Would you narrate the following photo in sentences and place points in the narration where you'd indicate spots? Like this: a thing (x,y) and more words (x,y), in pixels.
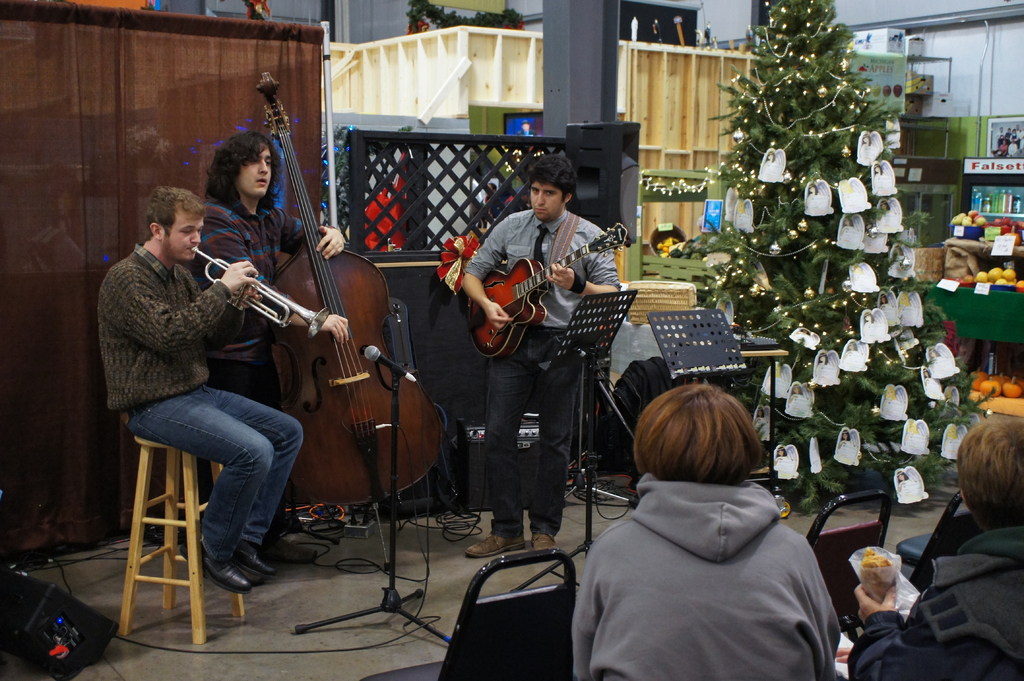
This picture shows three people (172,234) playing musical instruments (518,265) a man (197,225) seated and playing trumpet (324,319) and a man (245,225) standing and playing double bass (376,331) and on the other side a man (501,518) standing and playing guitar (500,343) and we see a christmas tree (812,30) and a house (675,132) on their back and we see few people (720,454) seated and watching them.
